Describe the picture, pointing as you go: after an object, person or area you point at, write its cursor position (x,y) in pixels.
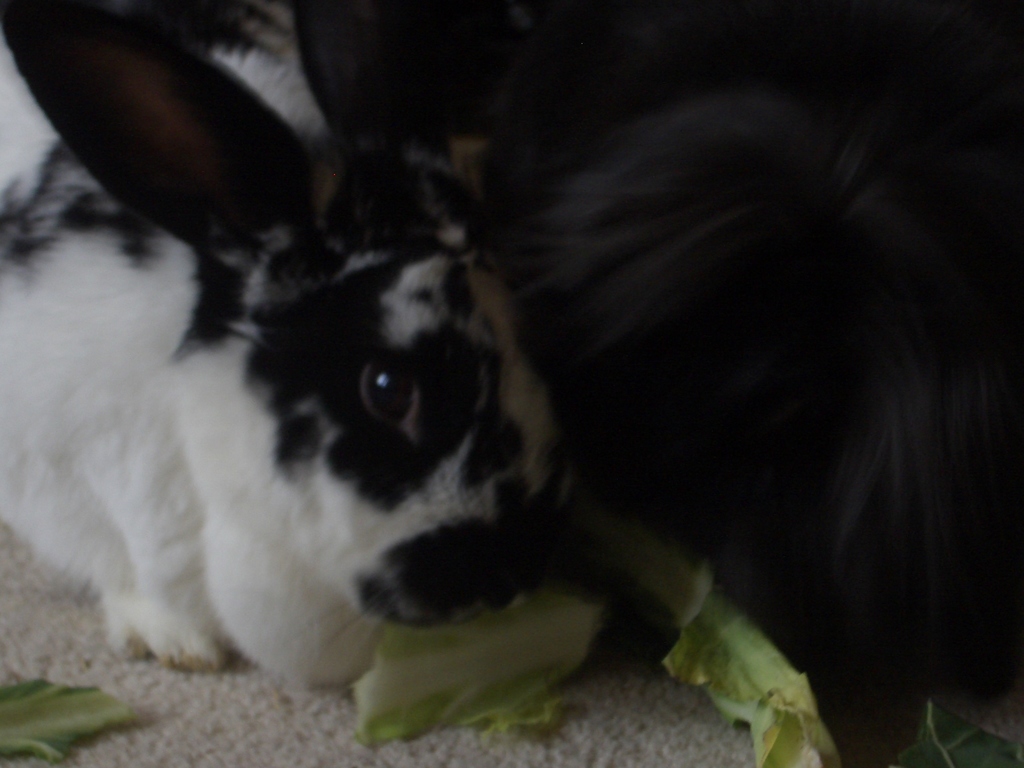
In this image, we can see animals (500,492) on the surface (620,709). Here we can see few leaves (403,707).
